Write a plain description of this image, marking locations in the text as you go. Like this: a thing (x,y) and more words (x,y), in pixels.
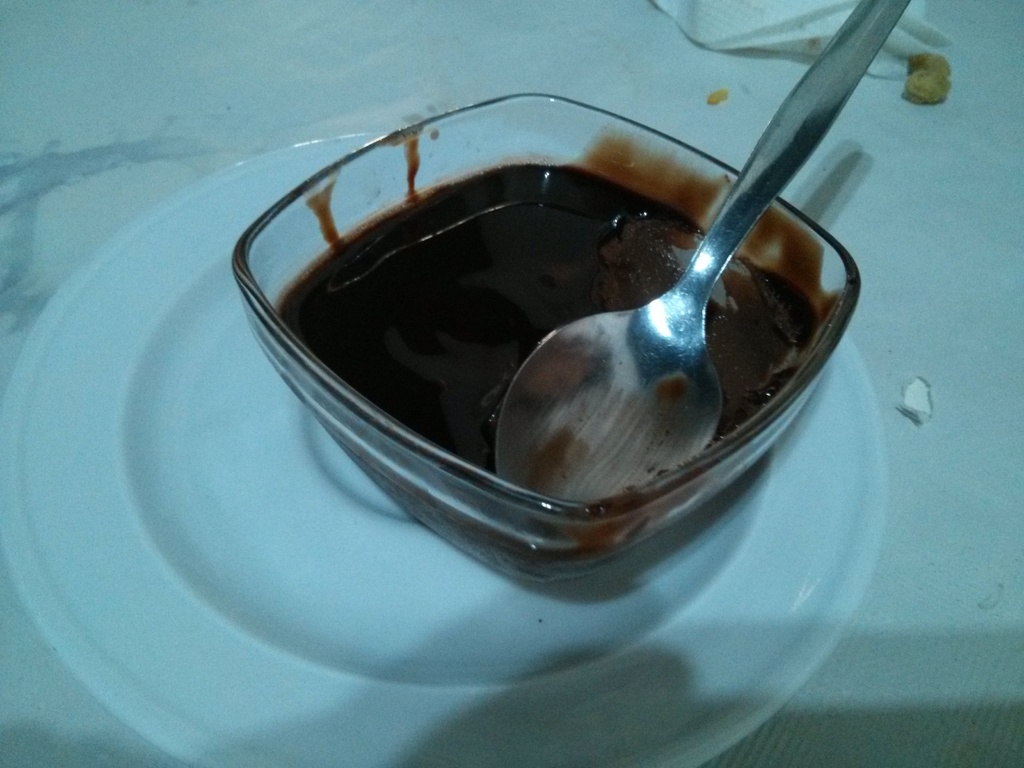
In this picture we can see the chocolate liquid (494,338) in the cup (563,529) with spoon (560,379) is placed on the white plate (627,751).
